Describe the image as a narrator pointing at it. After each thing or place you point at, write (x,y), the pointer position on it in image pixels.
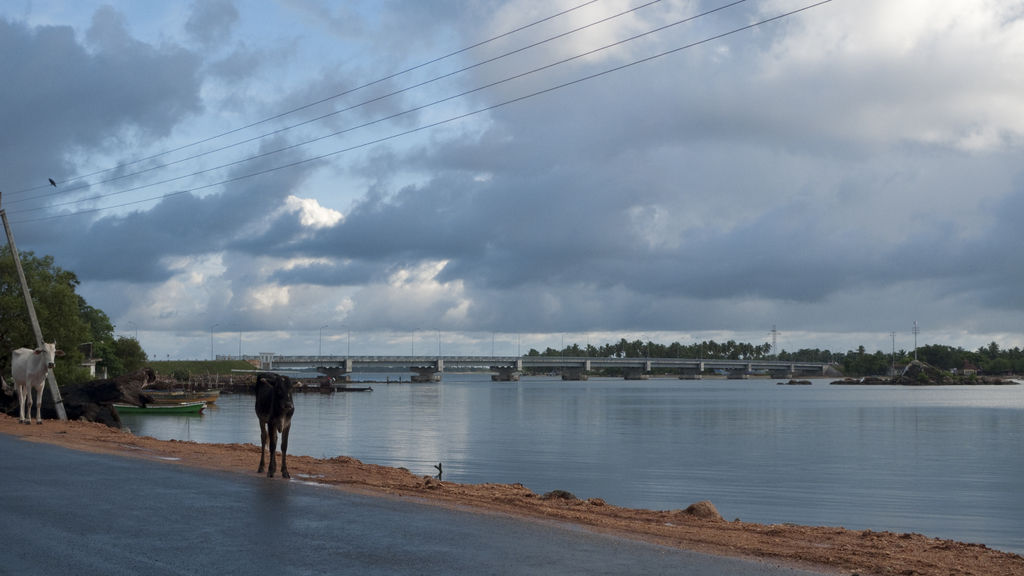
In the foreground of the image (36,373) we can see two animals (24,370) on the ground (197,517). In the center of the image (402,359) we can see a bridge (306,364), some boats (190,394) placed in water (407,419). In the background (894,353), we can see a group of trees (24,306), poles (38,337) with cables (152,179) and the sky (522,237).
